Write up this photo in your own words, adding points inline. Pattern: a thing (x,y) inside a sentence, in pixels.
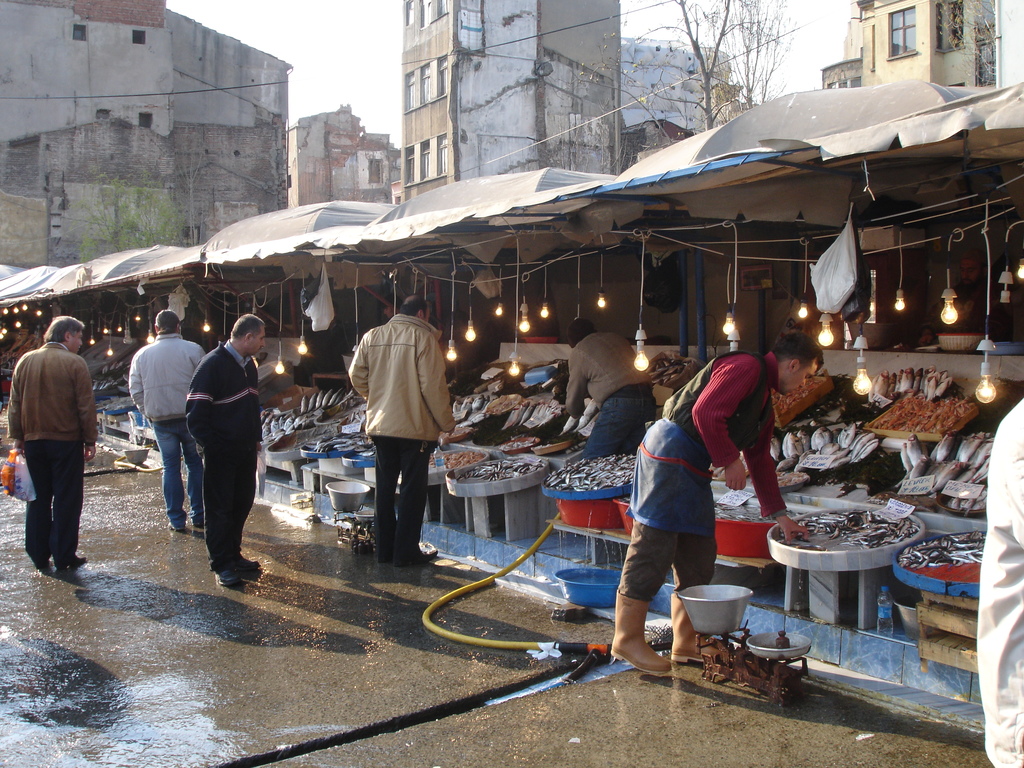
This image is clicked near the fish market (537,500). In this image there are few persons (222,438) standing on the floor (286,574) and looking at the fishes (544,414). On the right side (756,211) there are tents (656,207) under which there are so many fishes (916,452) kept for selling. In the background (456,75) there are buildings (444,72). At the bottom (481,640) there is a pipe (447,633) on the floor (472,654). There are few bulbs (451,355) which are hanged to the roof (836,186).
